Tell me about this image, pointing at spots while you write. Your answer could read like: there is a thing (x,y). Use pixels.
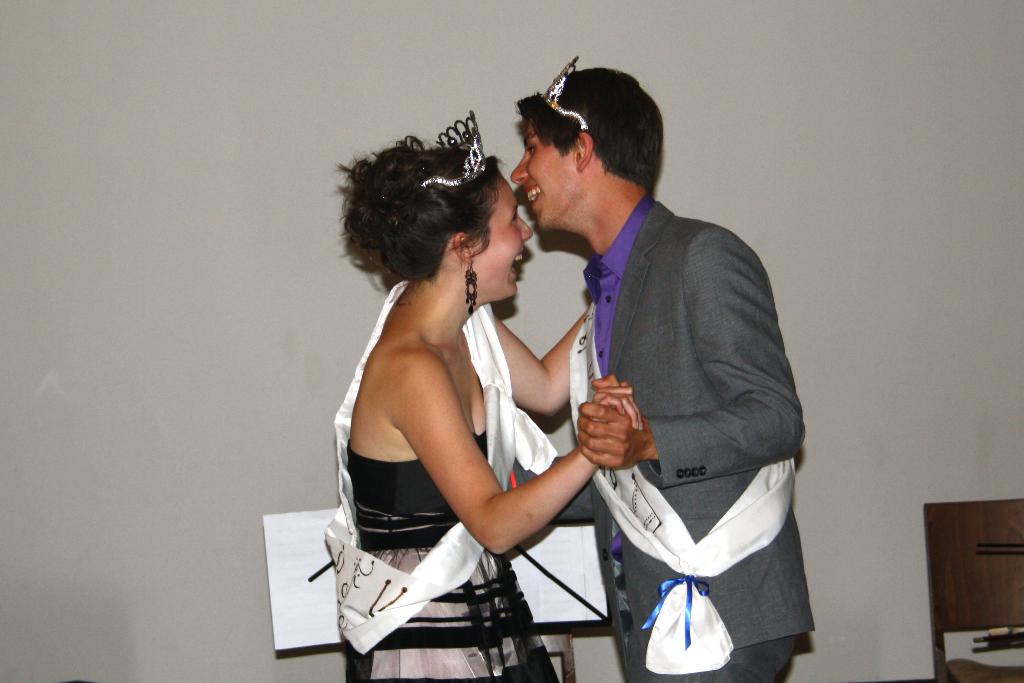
In this image I can see in the middle (668,316) a man (683,486) is standing by holding the hands (631,463) of a woman (624,394). He is wearing coat (660,365), shirt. This woman (459,507) is wearing the dress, both of them are laughing and wearing the crowns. At the background (363,104) there is the wall (51,651).
